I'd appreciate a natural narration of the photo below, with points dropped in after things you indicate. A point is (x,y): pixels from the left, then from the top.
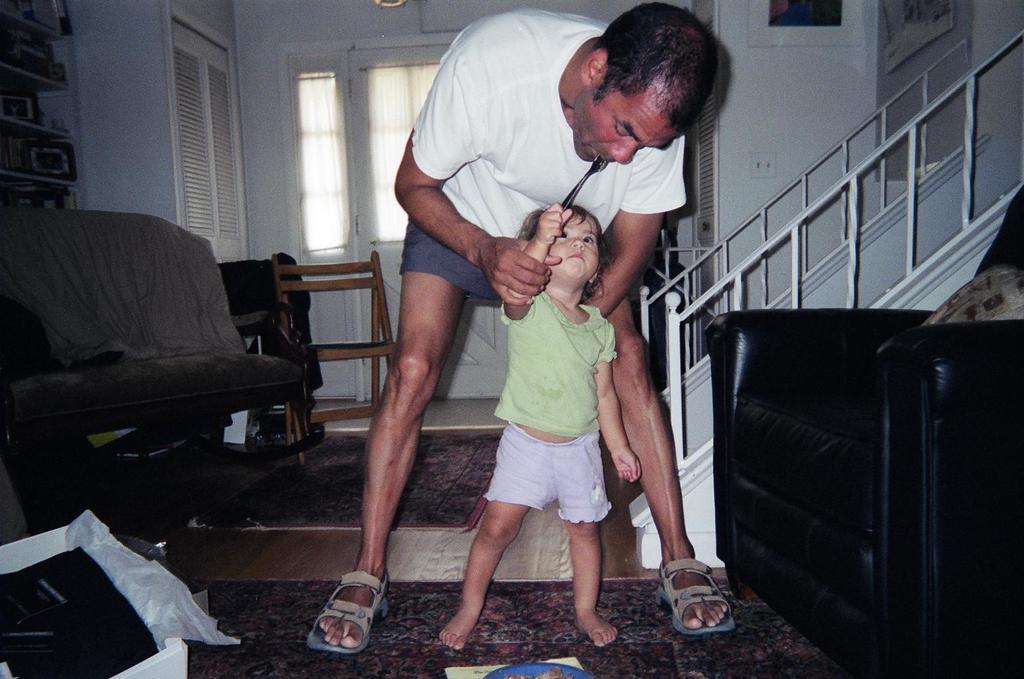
In this picture, there is a man (576,147) wearing a white t shirt (489,139) and blue short (446,263) and he is holding a kid (582,598). She is wearing a green top (565,361) and pink shorts (576,489). Towards the left (179,377) there is a sofa (168,352). Towards the right (840,390), there is a sofa (880,363) and a stair case (963,234). At the bottom (574,606) there are mats (468,476). In the background (157,135), there is a wall (157,135) with window (306,150).
